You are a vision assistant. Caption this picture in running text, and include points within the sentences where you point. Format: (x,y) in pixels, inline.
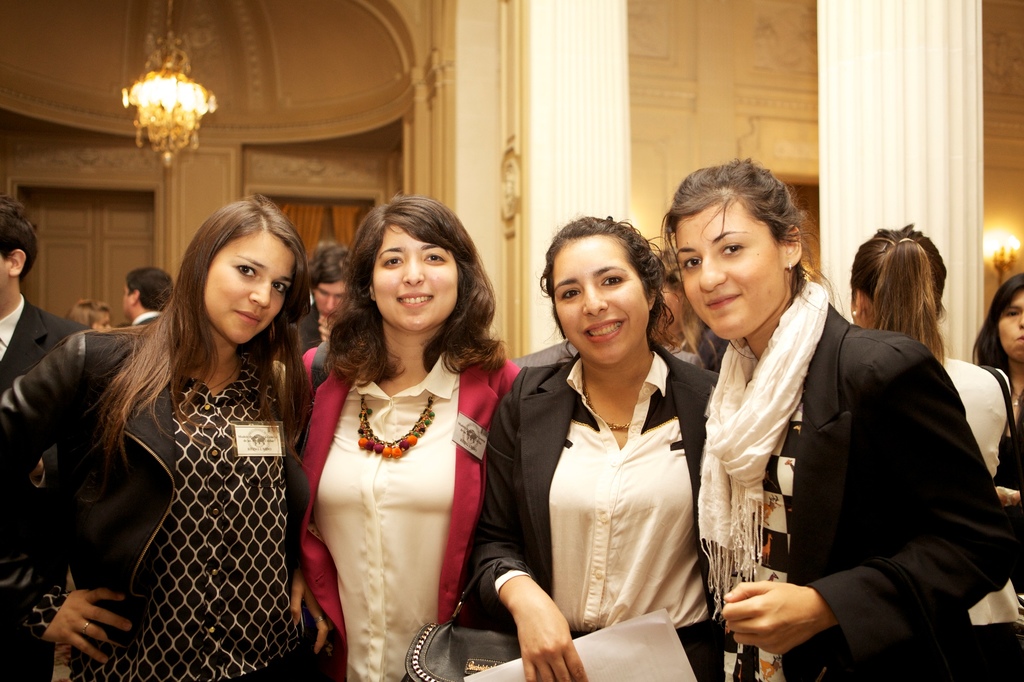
In this picture we can some are standing and taking picture, back side we can see so many people (6,345).
